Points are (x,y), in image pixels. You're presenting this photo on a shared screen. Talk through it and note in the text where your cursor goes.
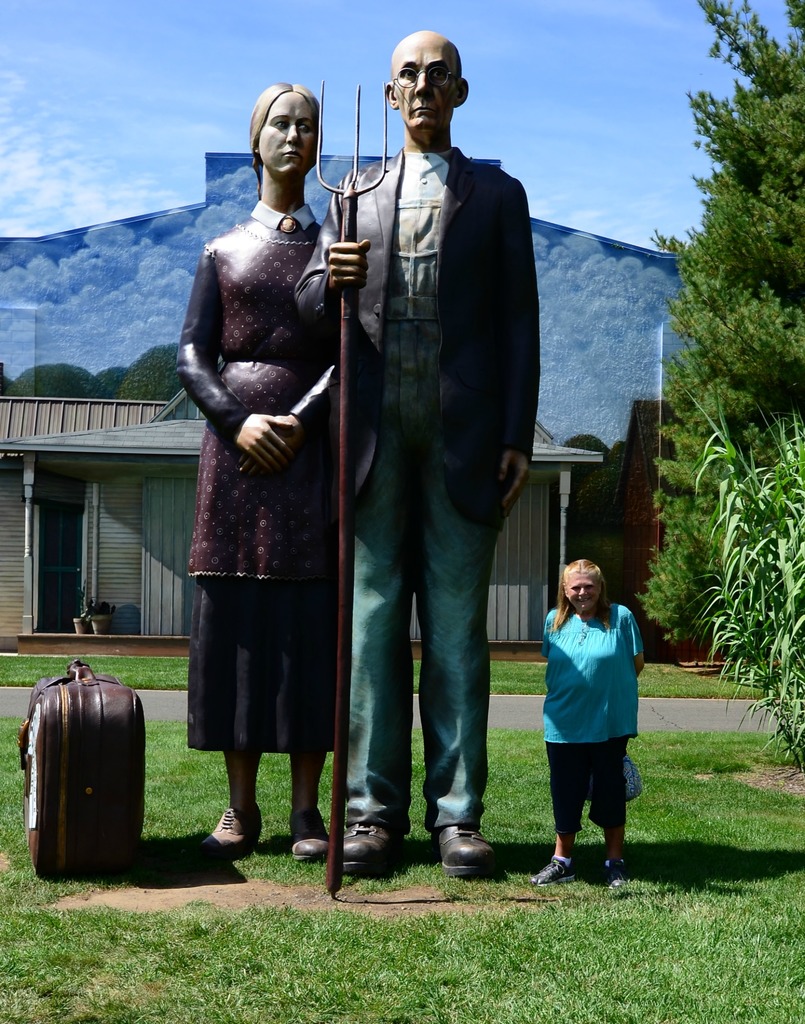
The image is outside of the city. In the image there are two statues (376,486) and one woman (592,674), on left side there is a suitcase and right side (786,625) there are some trees (729,13) and plants (783,736). In middle (532,619) there is a building (543,461) which is in grey color and sky (597,76) is on top (601,88) at bottom (573,854) there is a grass (564,913).
